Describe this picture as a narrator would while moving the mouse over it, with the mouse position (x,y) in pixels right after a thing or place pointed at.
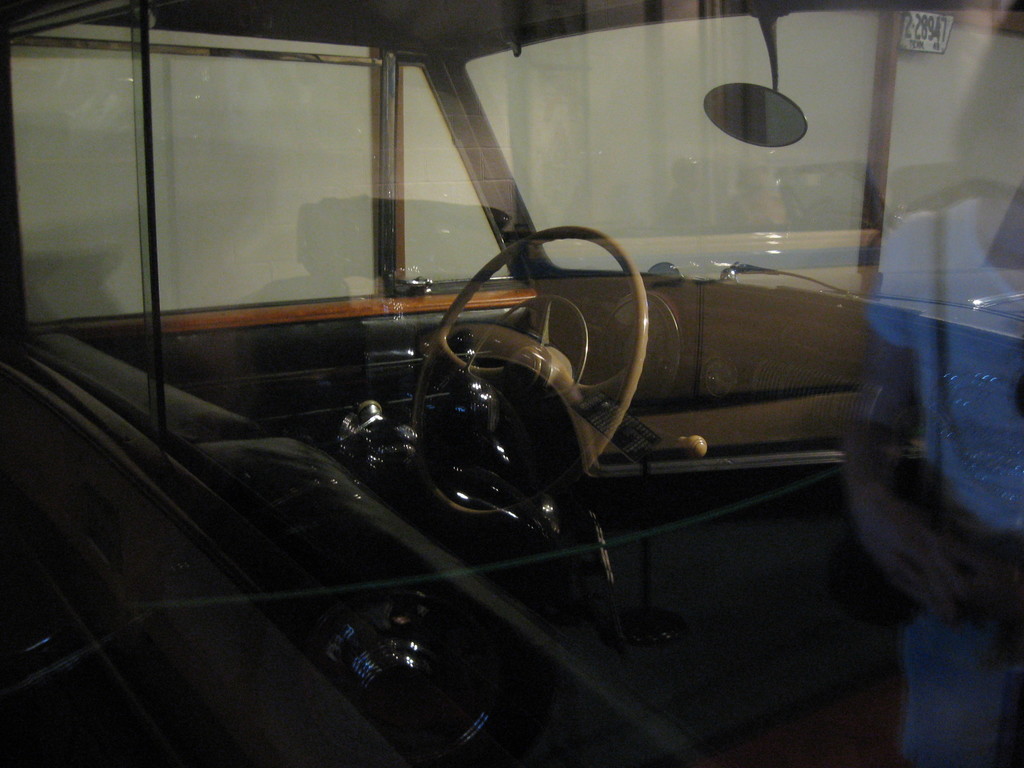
This is an inside view of a vehicle (290,213) and here we can see a steering (468,331) and some other objects (470,484) and we can see a mirror (775,99) and windows (253,159).
